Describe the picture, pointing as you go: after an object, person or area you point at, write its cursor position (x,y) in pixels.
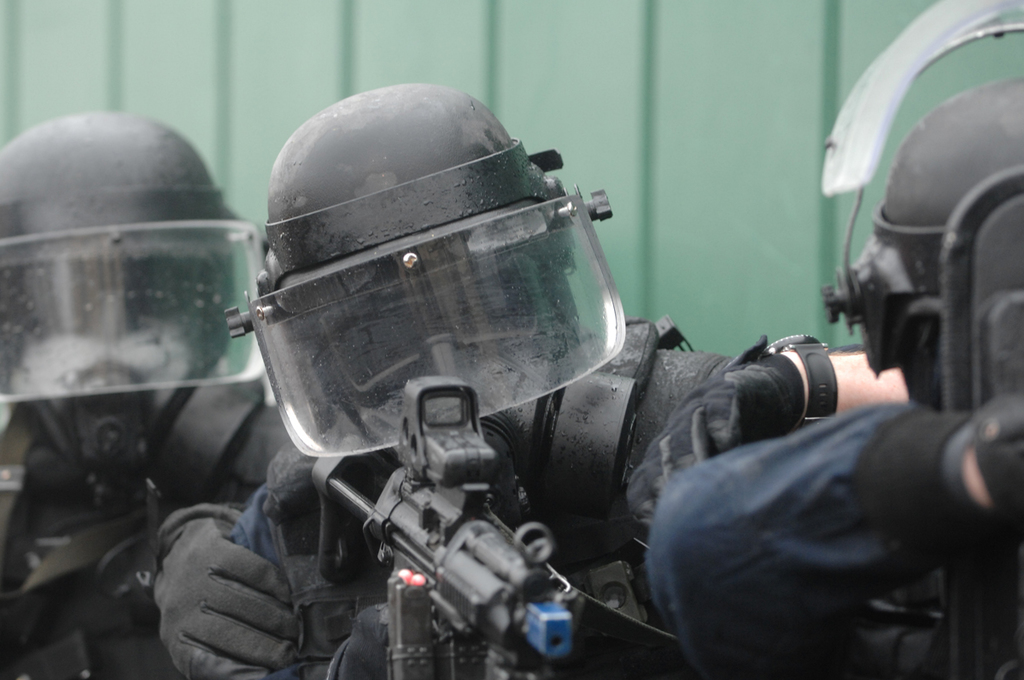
In this image, we can see people (425,256) wearing uniforms (766,521) and helmets (448,371) and one of them is wearing gloves (201,543) and holding a gun (406,481). In the background (210,94), there is a wall (721,142).
